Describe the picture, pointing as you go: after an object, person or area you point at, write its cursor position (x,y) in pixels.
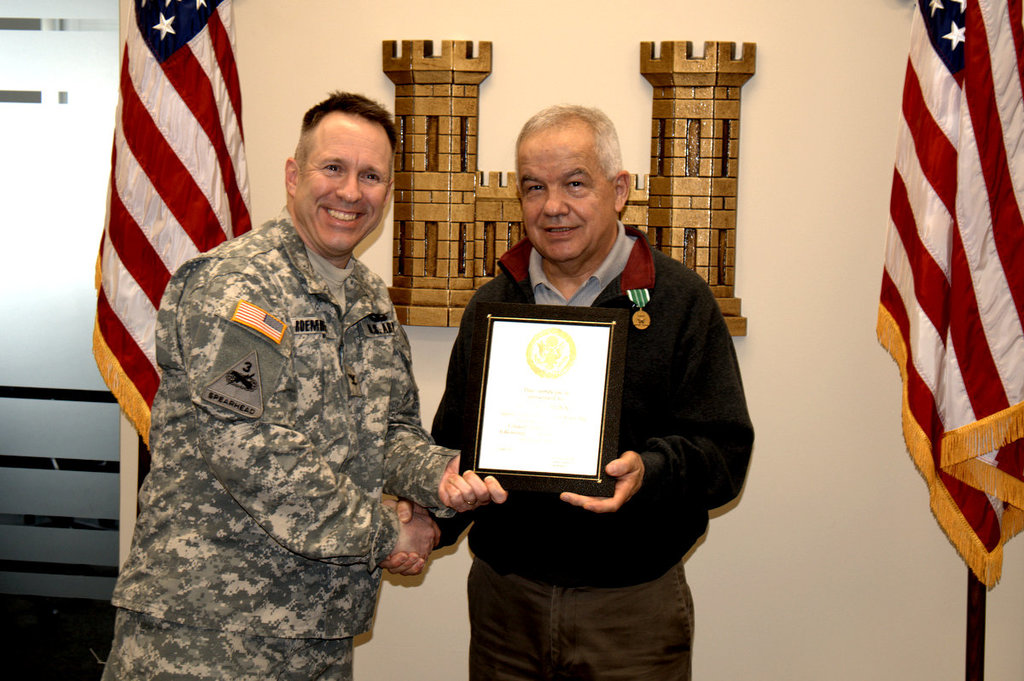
In this image we can see two persons (316,266) are standing, and smiling, there a man (328,278) is wearing the uniform (245,286), and holding the certificate (547,410) in the hands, beside a man (525,281) is wearing the sweater (630,265), there are flags (939,190), at the back (550,50) there is a wall (598,86).
